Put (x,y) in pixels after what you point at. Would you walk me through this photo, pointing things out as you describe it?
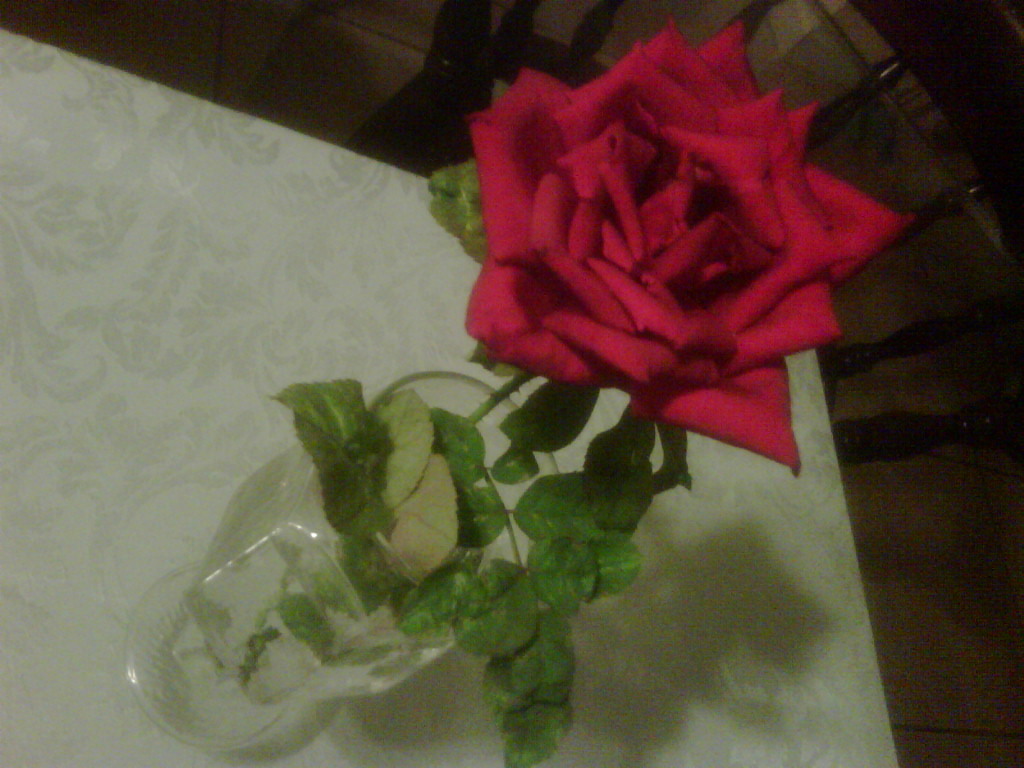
In the image there is a glass (274,536) filled with water (260,578) and a rose flower (604,277) is kept in the water (329,554) and the glass (387,552) is placed on the table (187,162), beside the table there is a chair (471,28).
